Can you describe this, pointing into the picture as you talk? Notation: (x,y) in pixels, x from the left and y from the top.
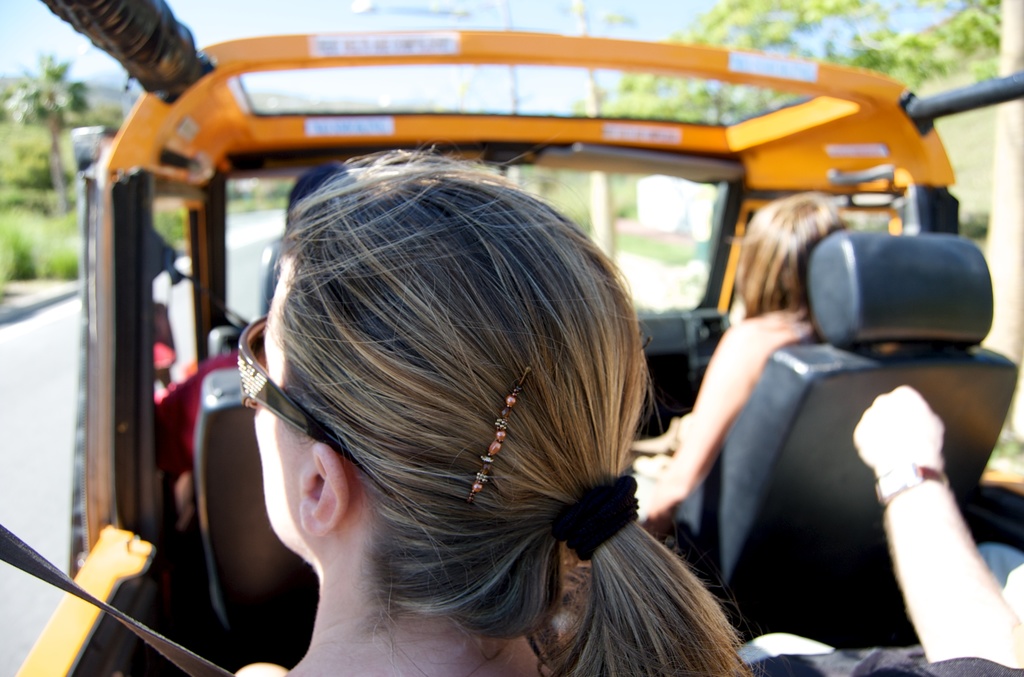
In the center of the image (551,289) we can see people (532,599) travelling in a vehicle (202,598). In the background of the image (64,95) there are trees (823,11), sky (404,19). To the left side of the image (26,359) there is road (36,378).
